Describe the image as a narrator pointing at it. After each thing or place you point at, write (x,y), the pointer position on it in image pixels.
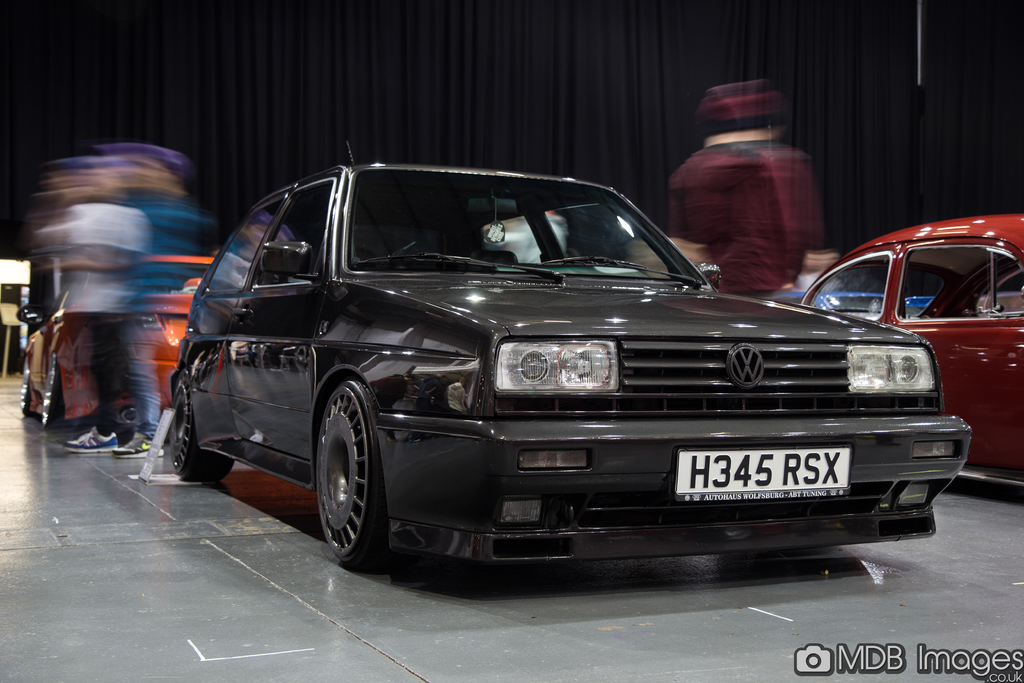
In this image, we can see three cars (631,454), there are some people (738,267) standing. In the background (517,163), we can see a black color curtain (484,83), we can see a watermark (865,666) on the bottom right corner (870,653).
